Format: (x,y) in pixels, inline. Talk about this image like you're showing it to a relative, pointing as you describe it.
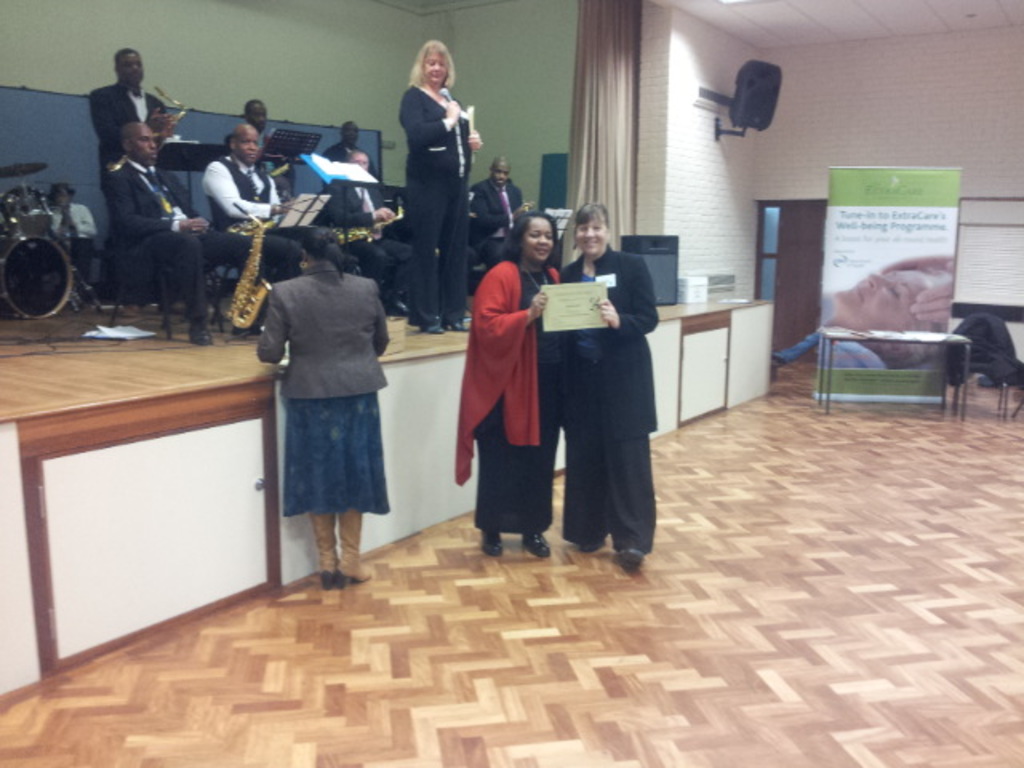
In the center of the image (523,471) we can see two ladies (582,343) standing and holding a certificate (575,320). In the background (211,363) there is a stage (145,364) and there are people (244,239) sitting on the stage (20,377). We can see a lady (437,237) standing and holding a mic (445,90). There is a band (202,320). On the left (302,308) we can see a person (314,475). On the right (903,264) there is a table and we can see a board (892,245). In the background (627,144) there is a curtain (623,63) and a wall (464,66). We can see a speaker (746,117).
